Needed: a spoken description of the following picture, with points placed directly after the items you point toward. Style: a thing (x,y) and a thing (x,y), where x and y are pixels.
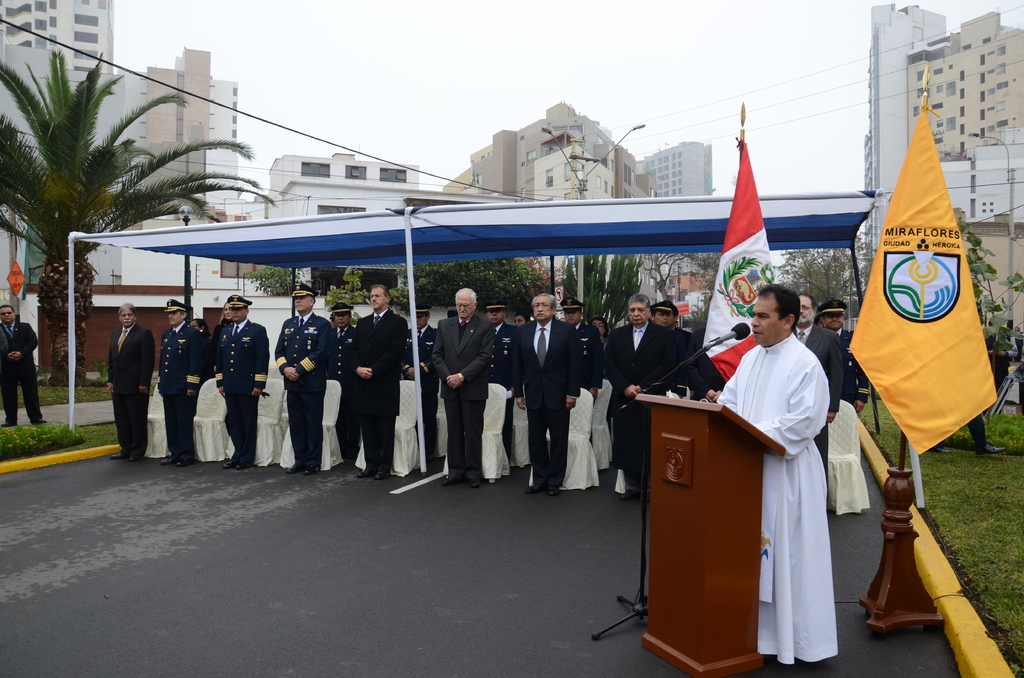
There are groups of people (425,434) standing. These are the flags (750,316) hanging to the poles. This is a wooden podium (687,460). I can see a mike (725,334) with a mike stand (661,378). These are the buildings (551,170) with the windows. I can see the grass (987,511). These are the trees (52,180). This looks like a street light (574,180). This is the sky (572,47). I think this is a kind of a tent (603,241). At the bottom of the image (176,573), I can see the road (318,563).
